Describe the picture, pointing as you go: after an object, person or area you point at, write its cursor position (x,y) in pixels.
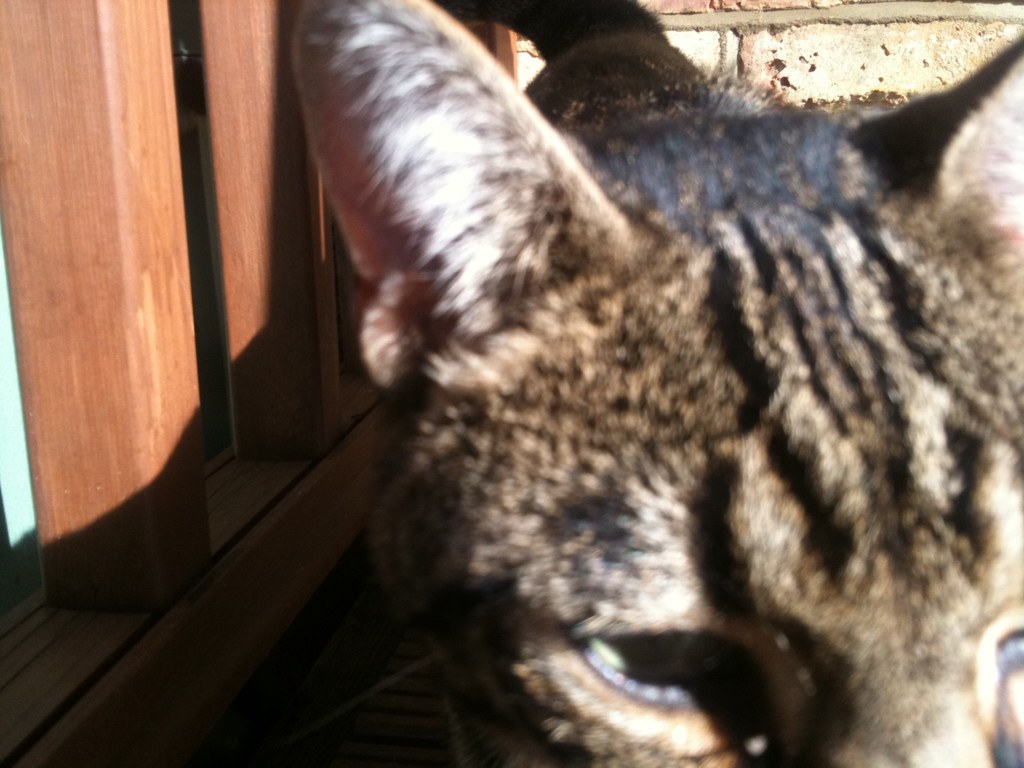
In this image we can see a cat (843,181). And we can see the wooden fence (141,265) and the wall (847,64).
